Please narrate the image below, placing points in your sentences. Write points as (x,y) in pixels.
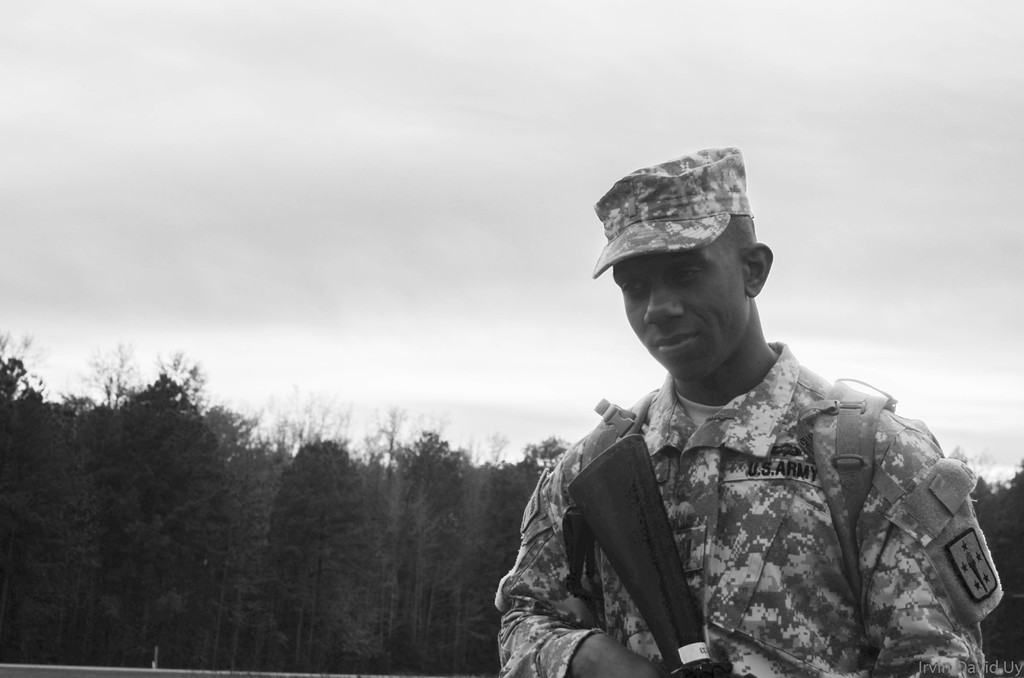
On the right side (793,510), there is a person (760,248) in a uniform (775,497), wearing a cap (715,205) and holding a gun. In the background (549,448), there are trees (1017,521) on the ground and there are clouds (482,144) in the sky (568,136).
